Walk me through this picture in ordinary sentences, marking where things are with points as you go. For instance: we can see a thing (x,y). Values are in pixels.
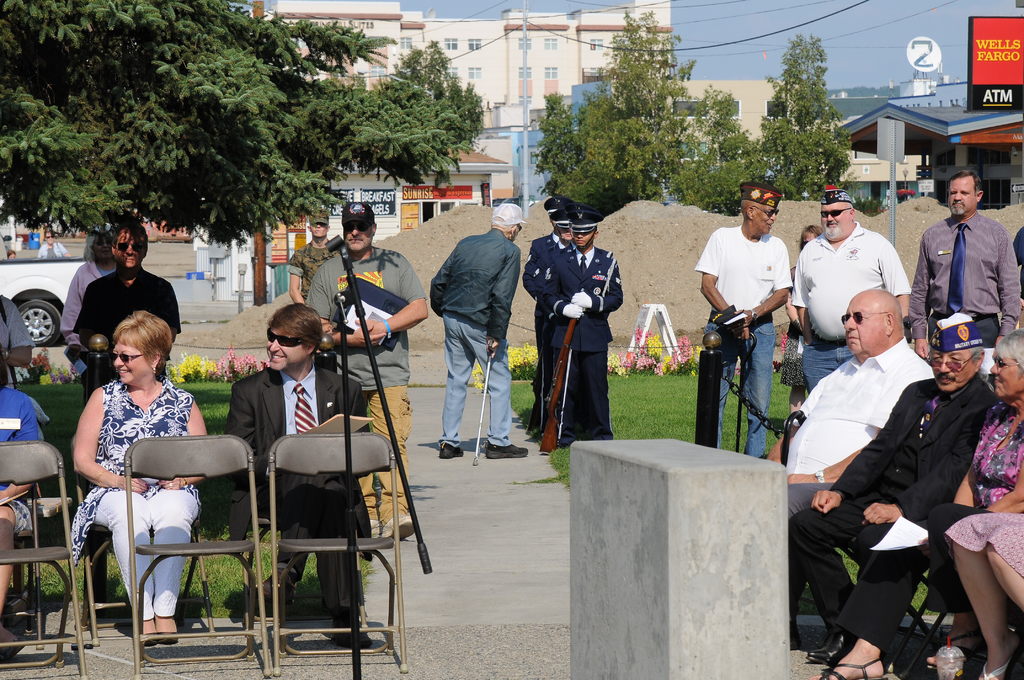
In this image we can see a group of people (491,451) standing on the ground (547,527). In that some people (165,423) are sitting on the chairs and there is the stand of a microphone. We can also see some grass (627,397), plants (655,335) with flowers (643,358), some empty chairs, a block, heap of sand (511,337), a car (50,341), a group of trees (556,188) and a house (925,152) with a roof (996,142). On the backside (557,44) we can see some buildings (546,64) with windows (553,45), wires (780,32) and the sky (777,20) which look clear.
